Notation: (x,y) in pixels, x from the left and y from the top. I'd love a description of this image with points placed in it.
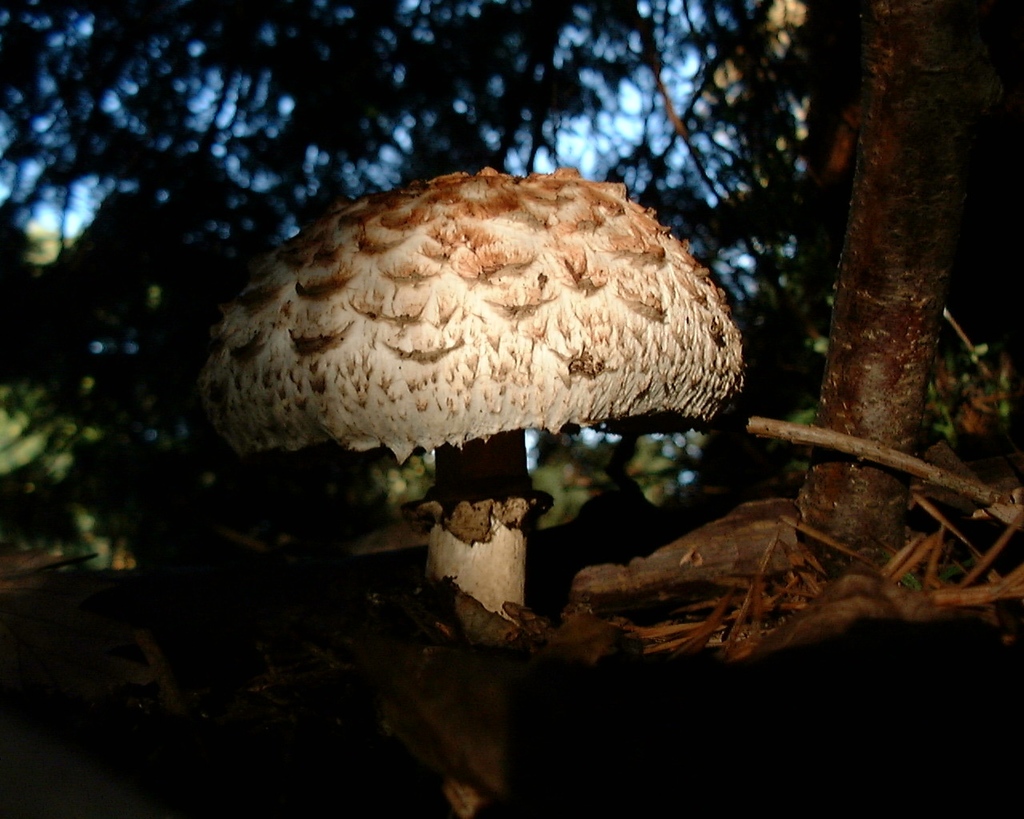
The picture is taken in a forest (913,333). In the foreground of the picture (519,557) there is a mushroom (448,404). In the foreground (733,648) there are twigs (913,498). The background (143,83) is blurred. In the background (103,252) there are trees (47,411). Sky (61,221) is visible.
